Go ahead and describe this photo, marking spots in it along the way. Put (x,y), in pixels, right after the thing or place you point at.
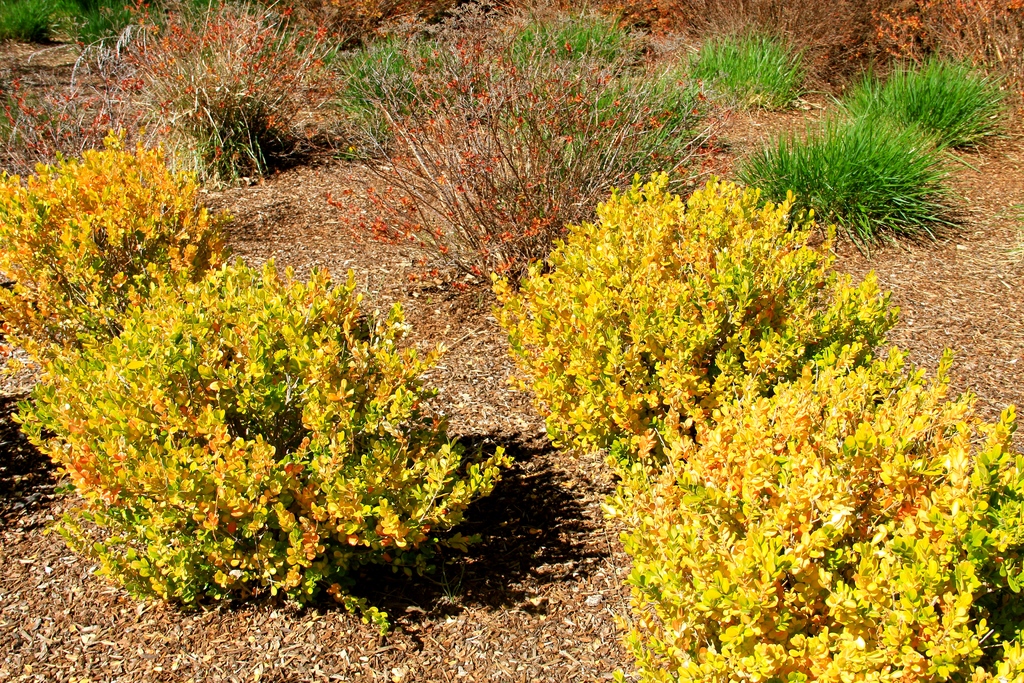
In this image, there are some plants (216,62) on the ground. There is a grass (872,88) in the top right of the image (733,73).
